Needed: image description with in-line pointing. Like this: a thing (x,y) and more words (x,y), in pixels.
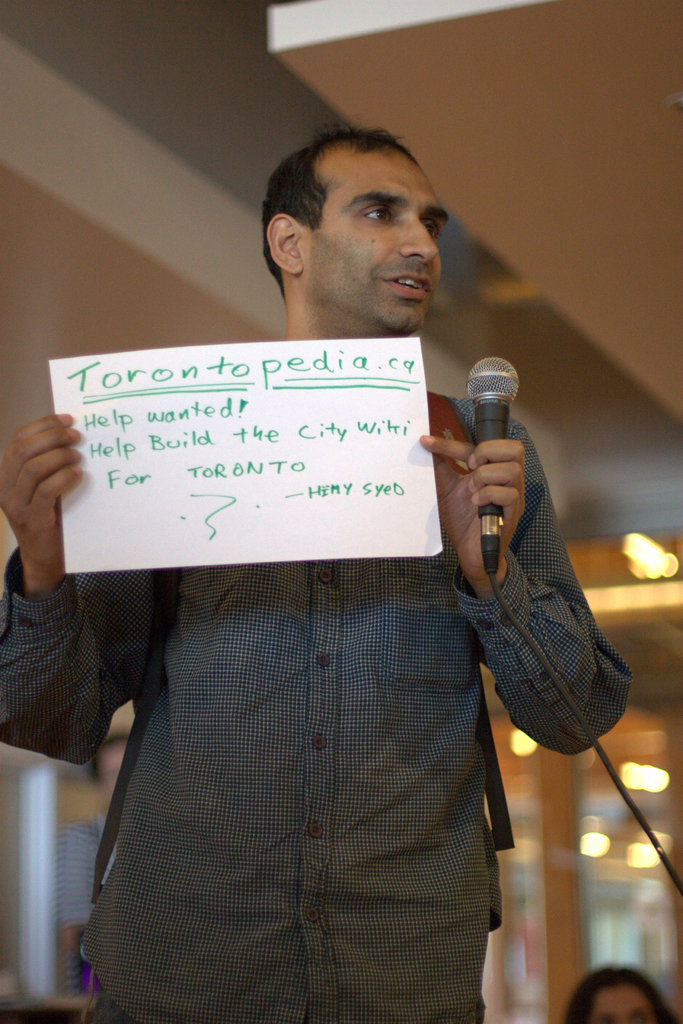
In this image I can see a person (347,725) holding a mike (497,414). I can also see some text (254,439) written on the paper (254,468). At the top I can see the light (639,563).
